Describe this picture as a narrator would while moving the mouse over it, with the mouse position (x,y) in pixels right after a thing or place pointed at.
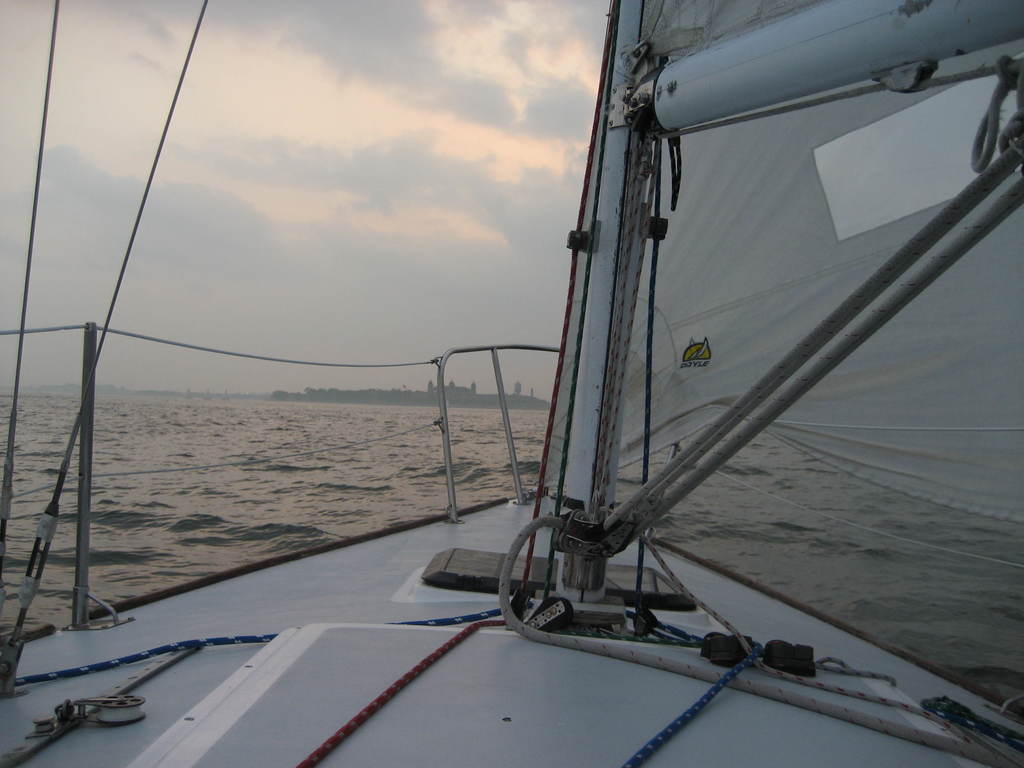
In this image there is a ship (354,570) in the water (161,466). At the background (367,390) there are trees (357,393), building (458,391) and sky (400,161).
